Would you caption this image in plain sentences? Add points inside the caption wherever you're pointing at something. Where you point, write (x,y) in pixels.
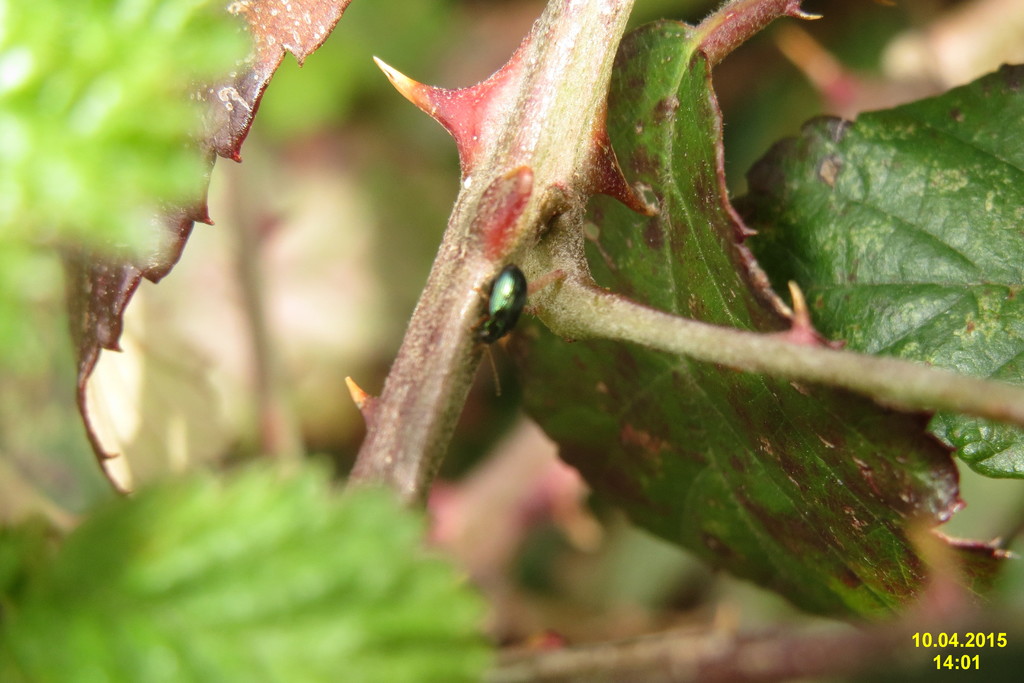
In this image we can see an insect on the plant (528,266).
